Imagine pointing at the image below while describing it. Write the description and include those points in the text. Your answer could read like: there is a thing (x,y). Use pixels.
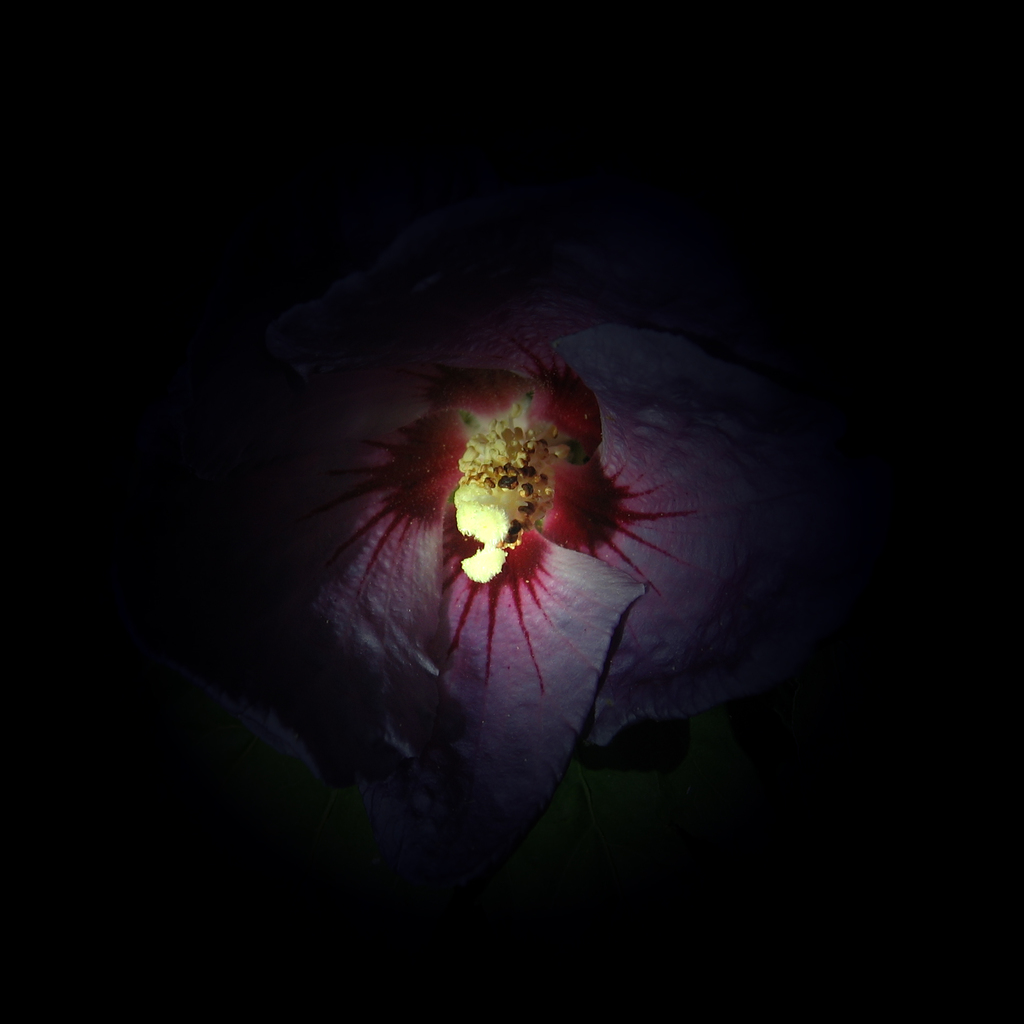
In this image I can see a flower (631,582) in red and white color and I can see dark background (74,73).
